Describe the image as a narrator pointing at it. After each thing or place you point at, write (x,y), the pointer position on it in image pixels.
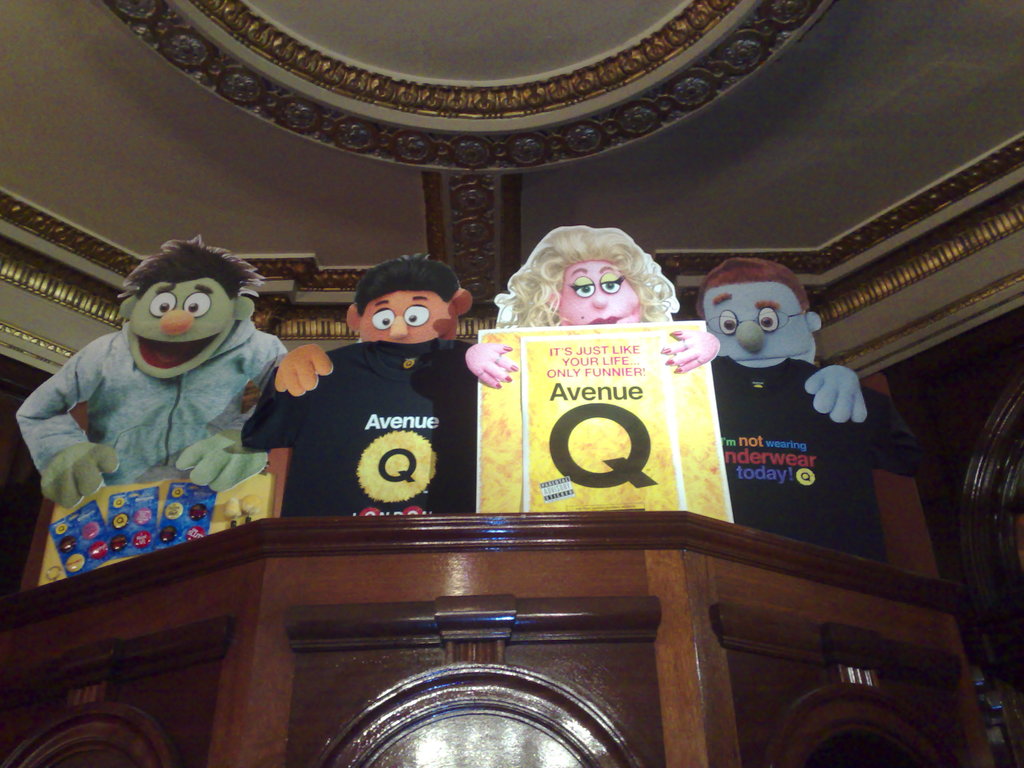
In the image there is wooden object (283,616), on that there are some cartoon depictions (223,319) and in the background (113,280) there is a roof (43,20) with beautiful carvings (368,80).
